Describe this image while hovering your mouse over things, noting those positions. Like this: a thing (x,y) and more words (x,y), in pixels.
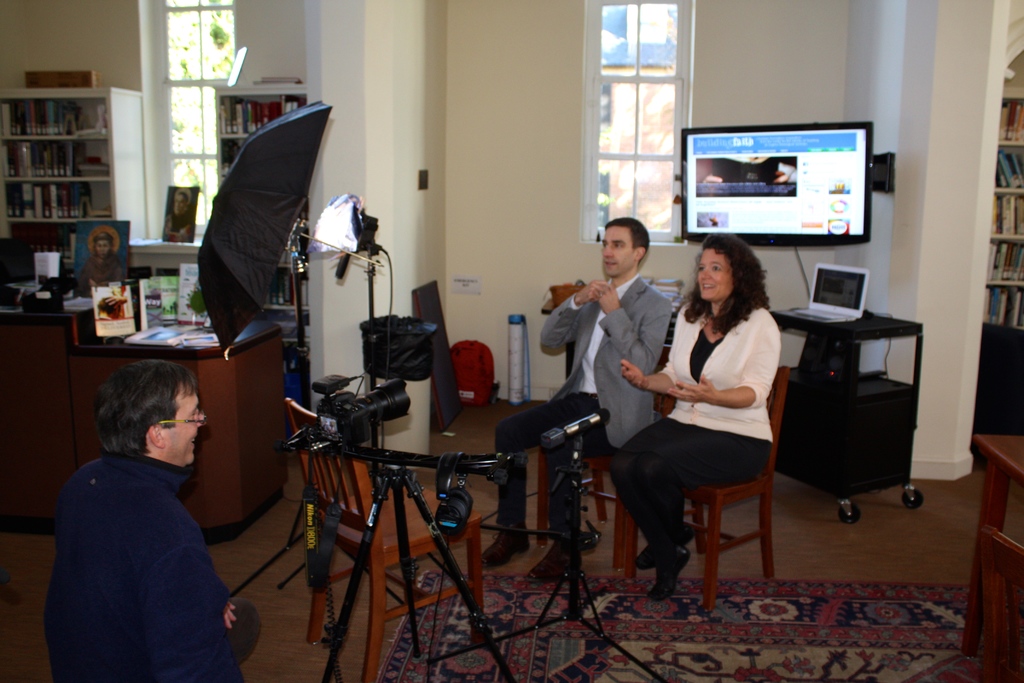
In this image we have a man (571,401) and a woman (711,368) who are sitting on a chair (714,519). And on the left side we have a man (103,506) who is wearing a blue color jacket (126,568) and smiling. In the middle of the image (397,379) we have a chair (417,524) and a camera (324,432). On the right side (803,170) we have a TV (824,189) on the wall (552,265).
